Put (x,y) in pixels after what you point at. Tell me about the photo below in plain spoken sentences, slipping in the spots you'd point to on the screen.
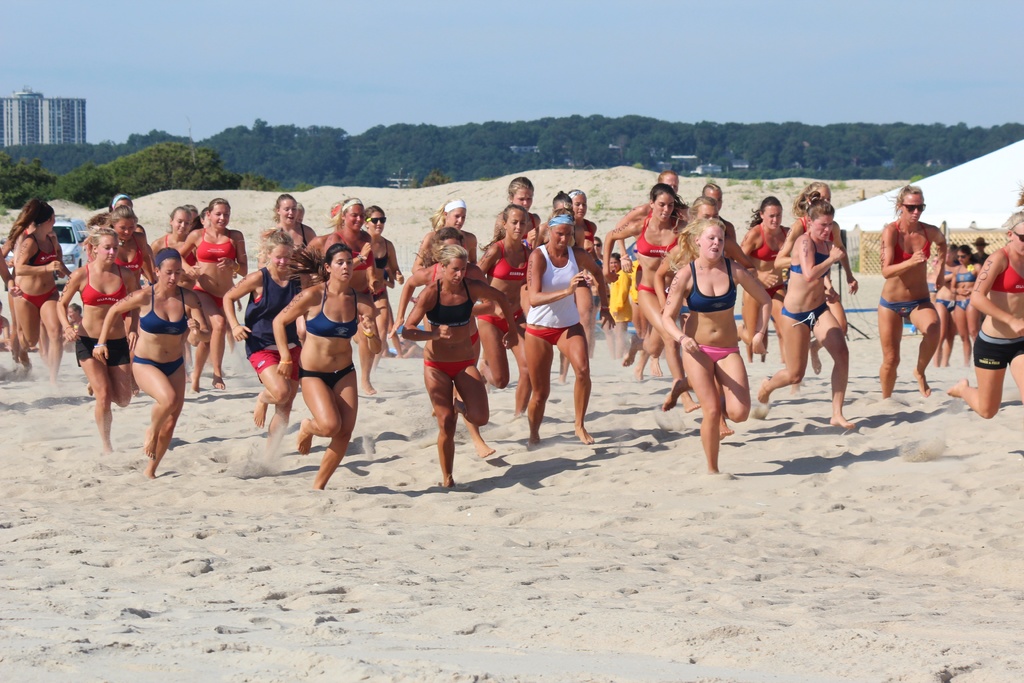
In this image we can see group of women (951,290) wearing dress (144,317) are running on the ground (589,550). On the right side of the image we can see a fence (960,242), shed (1007,187). To the left side of the image (82,250) we can see a vehicle (69,257) parked on the ground (224,439). In the background (838,155), we can see a group of buildings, trees (255,155) and the sky (357,63).
